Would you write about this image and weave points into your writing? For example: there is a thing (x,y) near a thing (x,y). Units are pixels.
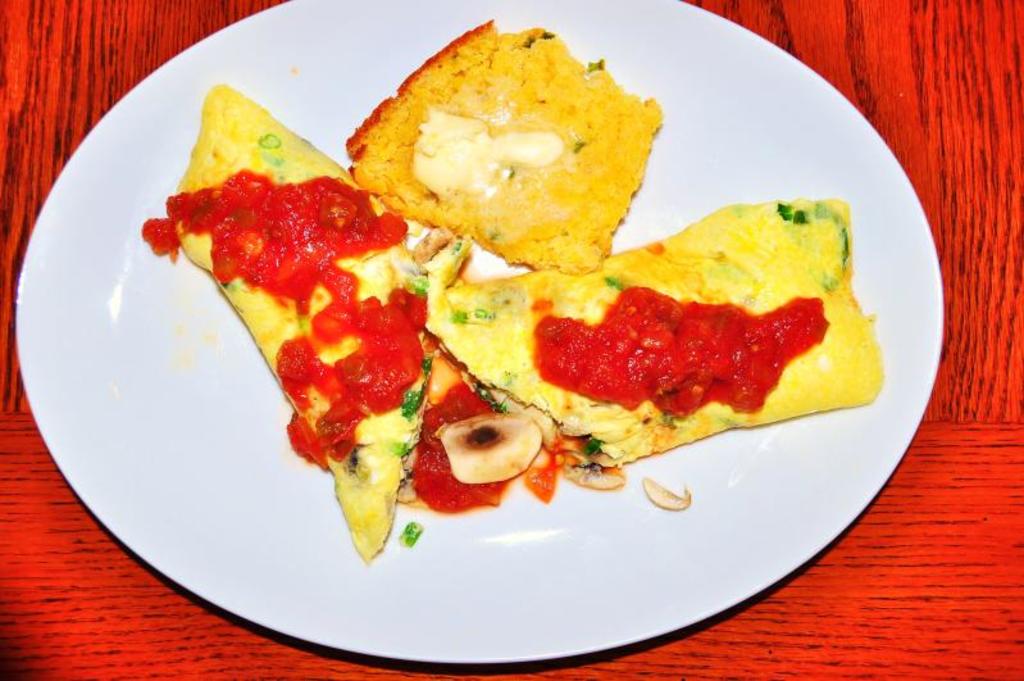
In this image I can see a white colored plate (157,409) on the red and black colored object (123,61) and in the plate (218,413) I can see a food item (315,208) which is yellow, green, red and cream in color.
